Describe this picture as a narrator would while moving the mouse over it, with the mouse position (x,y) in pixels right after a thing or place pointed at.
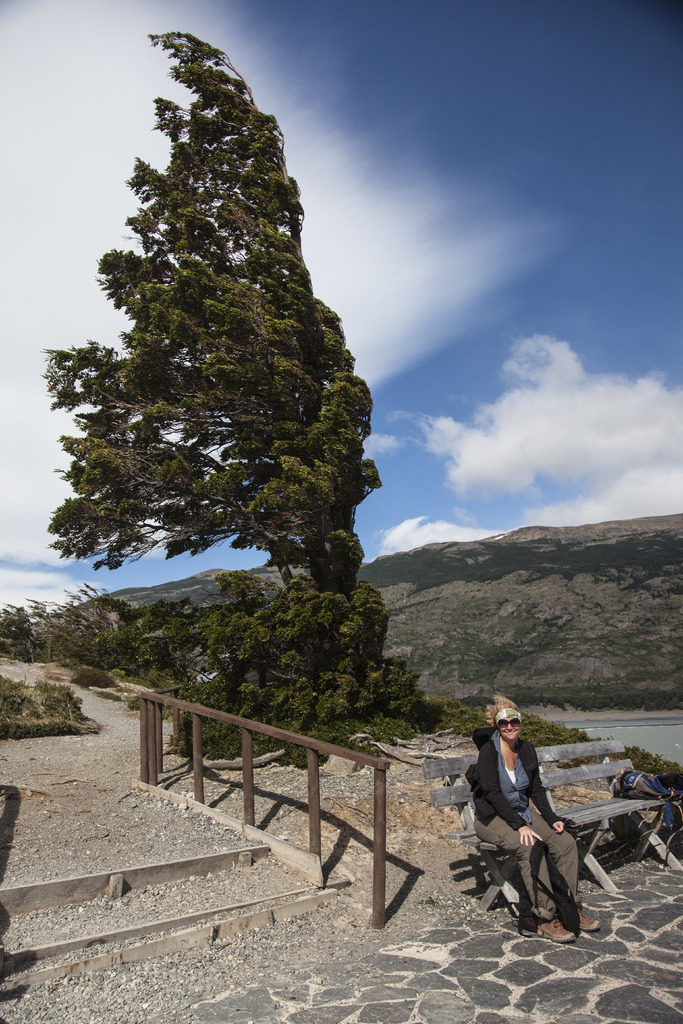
In this image there is a lady (510,794) wearing goggles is sitting on the bench (594,806). Near to her there are steps (129,891) with railing (246,787). In the back (207,624) there are trees (282,617), hill (503,558) and sky (431,316) with clouds (531,412). On the bench (638,801) there is bag (628,782).
